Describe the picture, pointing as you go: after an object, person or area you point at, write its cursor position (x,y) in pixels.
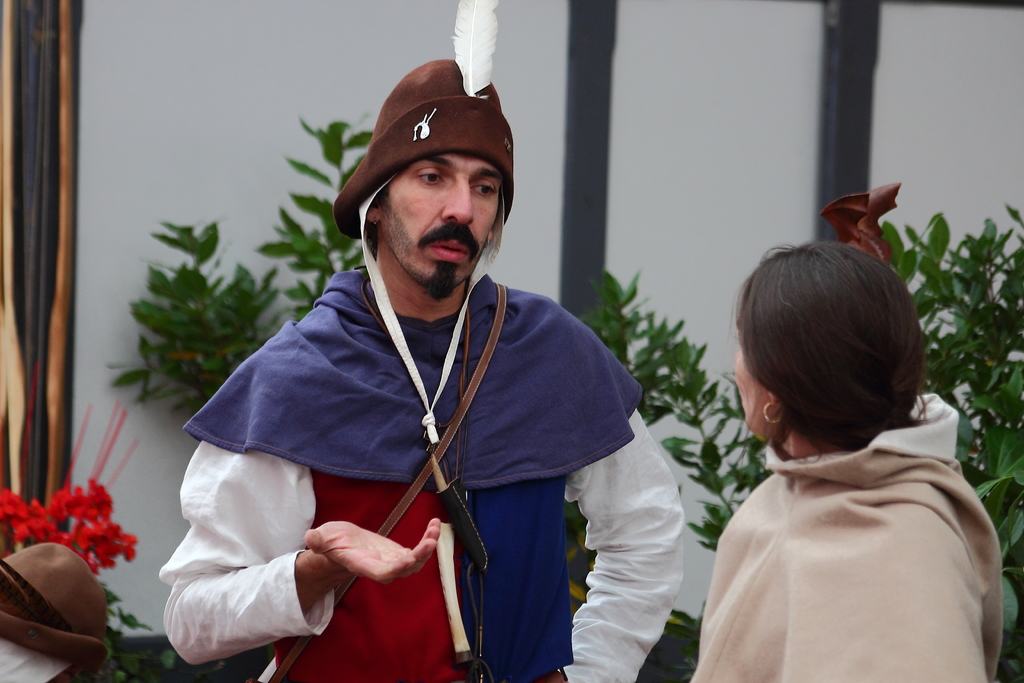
In this picture I can see a man (583,341) and a woman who are standing in front and I see that the man (384,306) is wearing a cap (447,116). In the background (236,290) I can see the plants (236,290), few flowers (74,532), a hat (58,552) on the left bottom of this picture (57,589) and I can see the wall (869,34).
